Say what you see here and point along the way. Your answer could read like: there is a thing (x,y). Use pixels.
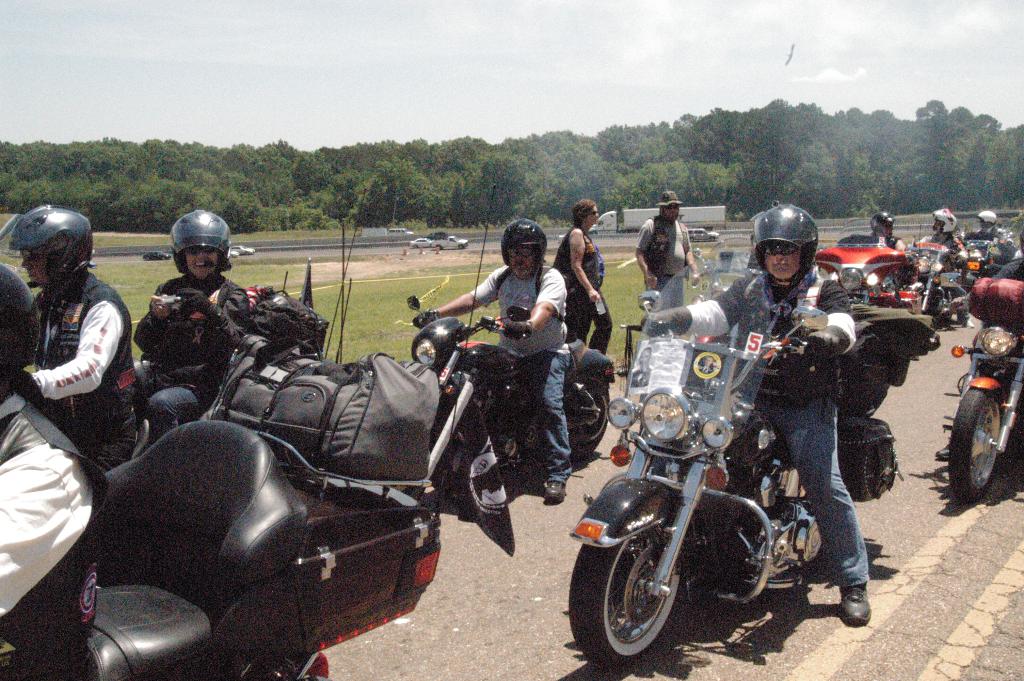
In this picture we can see a group of people (72,359) sitting on bikes (595,396) and the bikes (1019,379) are on the road (545,521) and two people (581,244) are standing on the path (608,260). Behind the people (195,230) there are some vehicles (435,242) are moving on the road (497,233), trees (491,185) and a cloudy sky (671,61).
